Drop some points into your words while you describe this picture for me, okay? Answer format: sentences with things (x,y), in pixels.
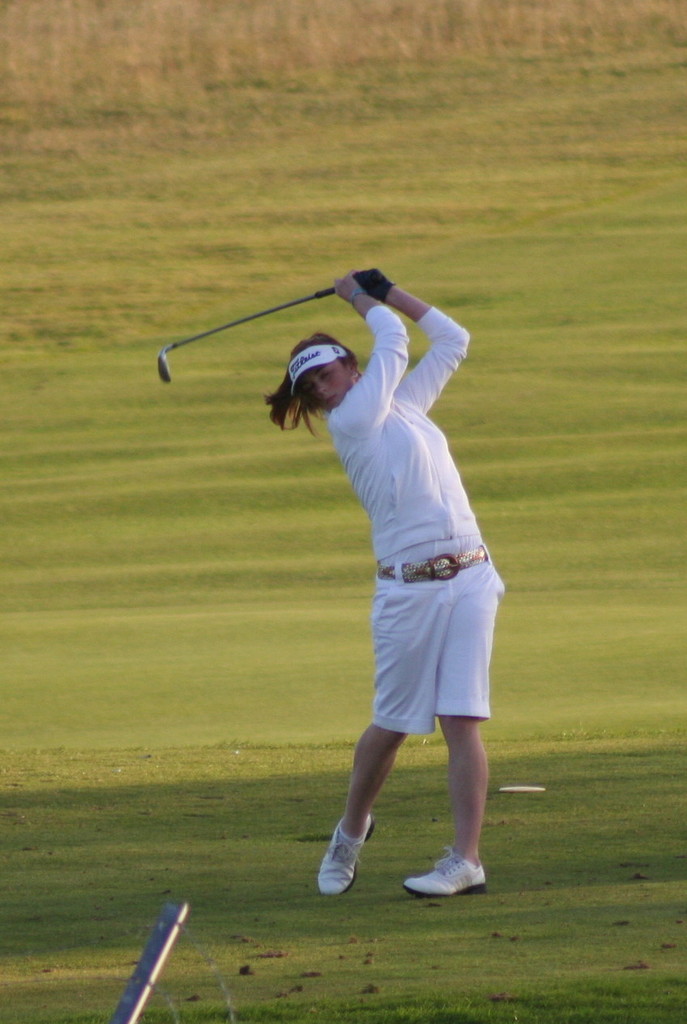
In this image there is a girl (347,417) who is playing the golf on the ground (310,508).
